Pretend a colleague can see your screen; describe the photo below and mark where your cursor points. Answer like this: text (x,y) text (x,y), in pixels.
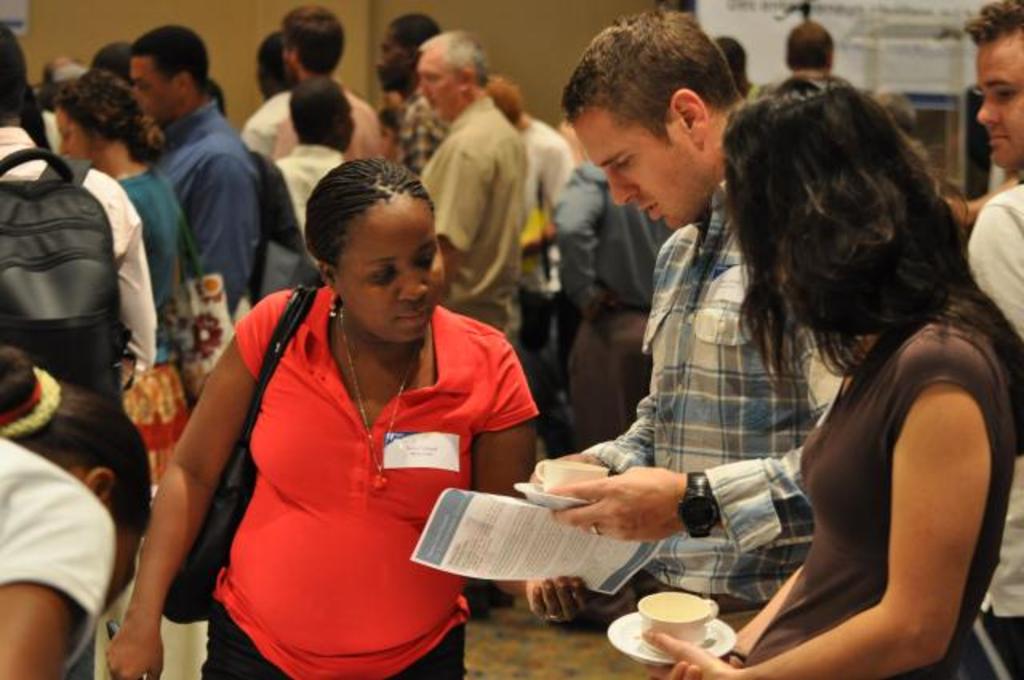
There are many people (526,184) standing. In the front (307,419) a lady (342,455) wearing a red dress (311,452) is holding a bag (280,353). Beside her another person (666,425) holding a cup (558,484) and saucer (545,484) also a paper (574,543) and wearing a watch (708,504). Another lady (875,488) is also holding a cup (687,629) and saucer (632,642). In the background (241,24) there is a wall (502,16).
